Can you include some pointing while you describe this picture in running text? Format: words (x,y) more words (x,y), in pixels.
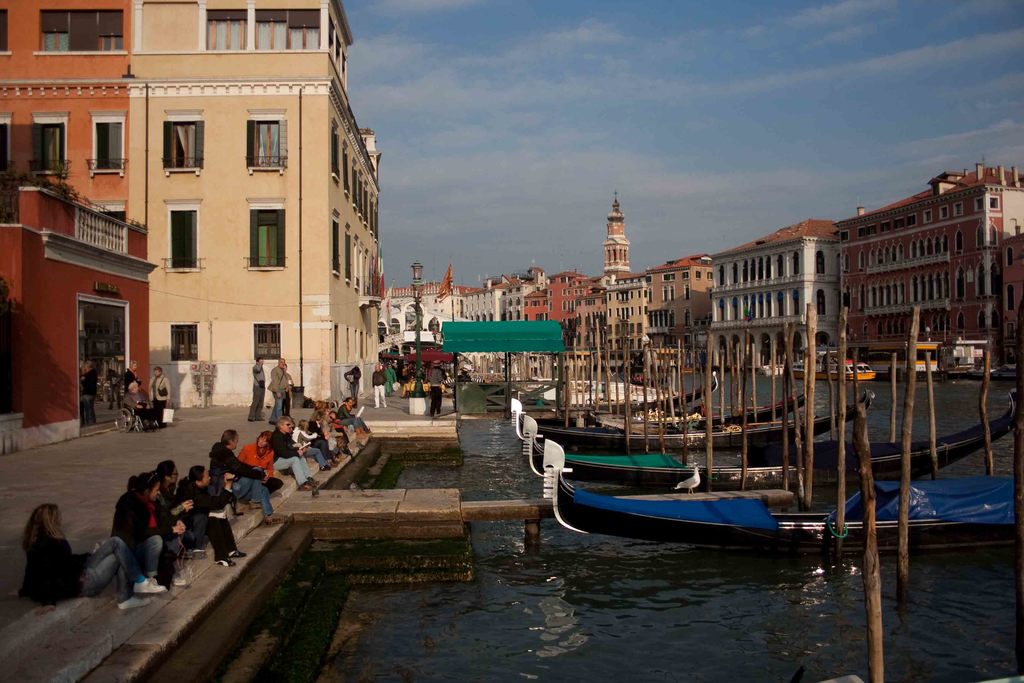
In this picture we can see boats (811,532) on water (724,588), beside the water (594,616) we can see a group of people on the ground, some people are standing, some people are sitting, one person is walking, another person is sitting on a wheelchair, here we can see a shed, flag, electric pole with light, buildings (571,291) and some objects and we can see sky (716,70) in the background (688,75).
